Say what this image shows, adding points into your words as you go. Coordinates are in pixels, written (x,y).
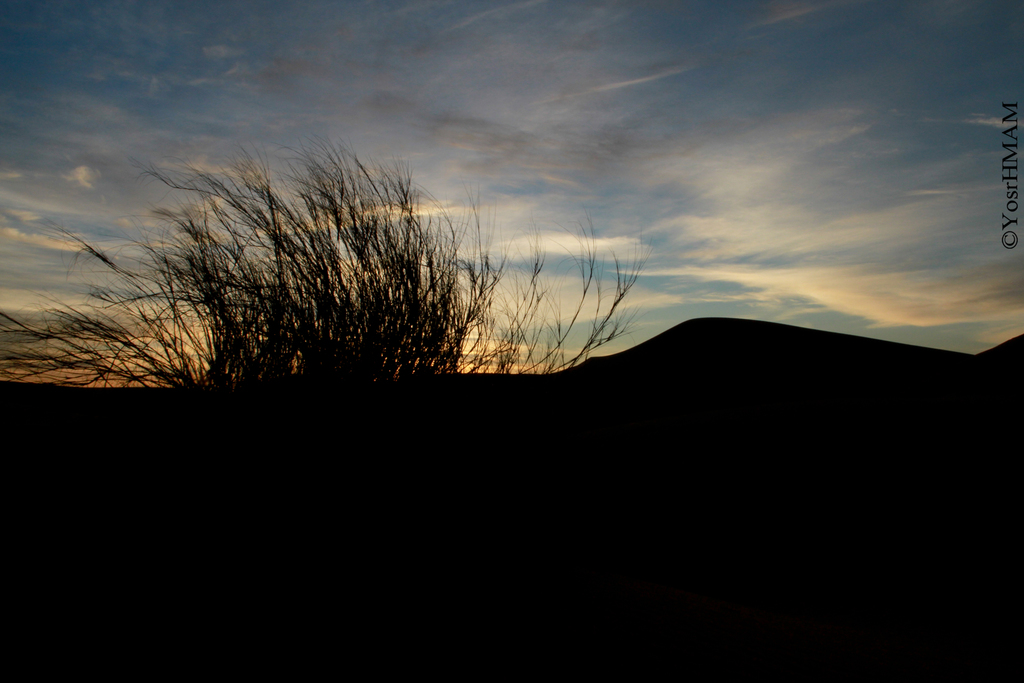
There are bushes (451,367) in the middle of this image (530,244) and the sky (507,210) is in the background (547,217).
